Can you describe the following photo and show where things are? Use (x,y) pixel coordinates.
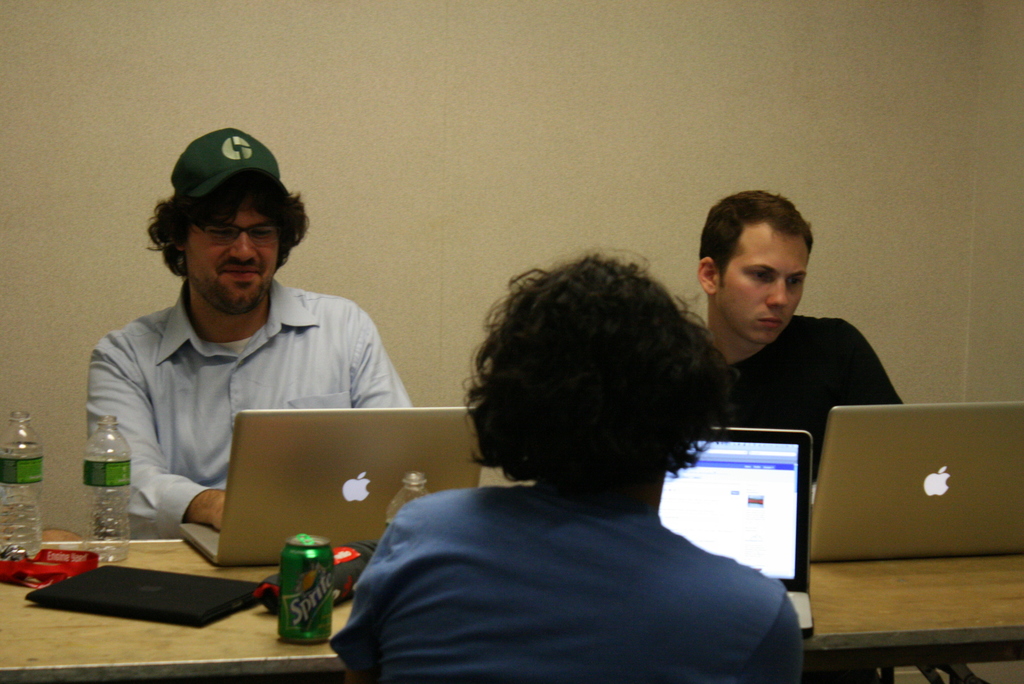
In this image there are three persons (576,439) sitting. On the table (135,542) there is laptop (270,476), water bottle (95,471) and a tin (310,610). Backside there is a wall (477,194).
